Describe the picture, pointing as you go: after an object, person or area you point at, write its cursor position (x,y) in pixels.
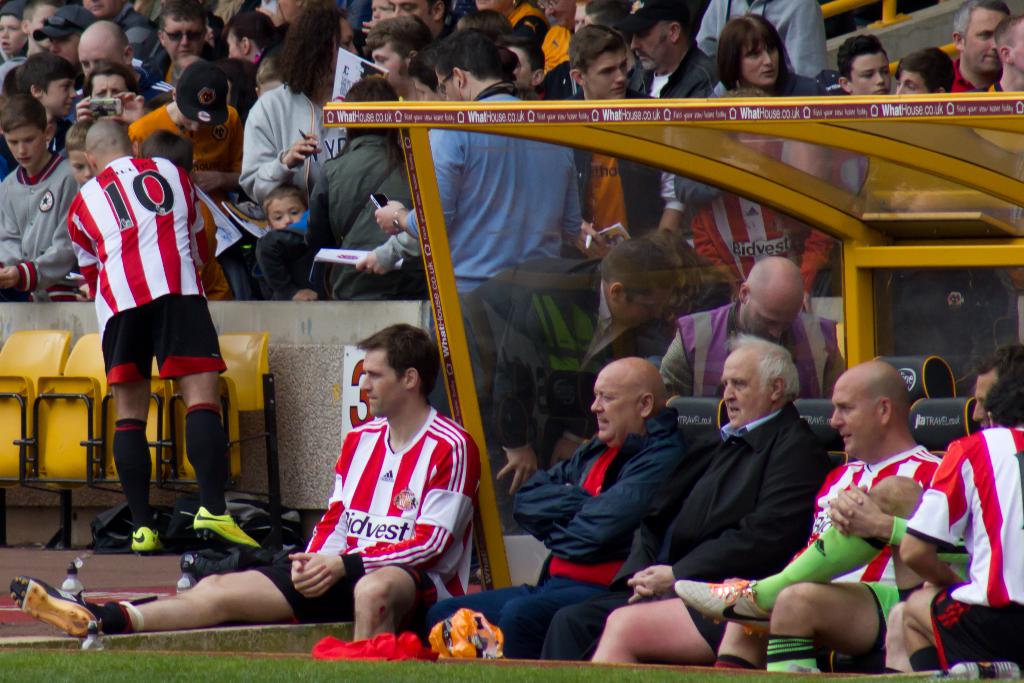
At the bottom of the image (887,501) we can see many persons (443,528) sitting on the chairs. In the background (58,274) we can see chairs (103,410) and crowd (490,57).
